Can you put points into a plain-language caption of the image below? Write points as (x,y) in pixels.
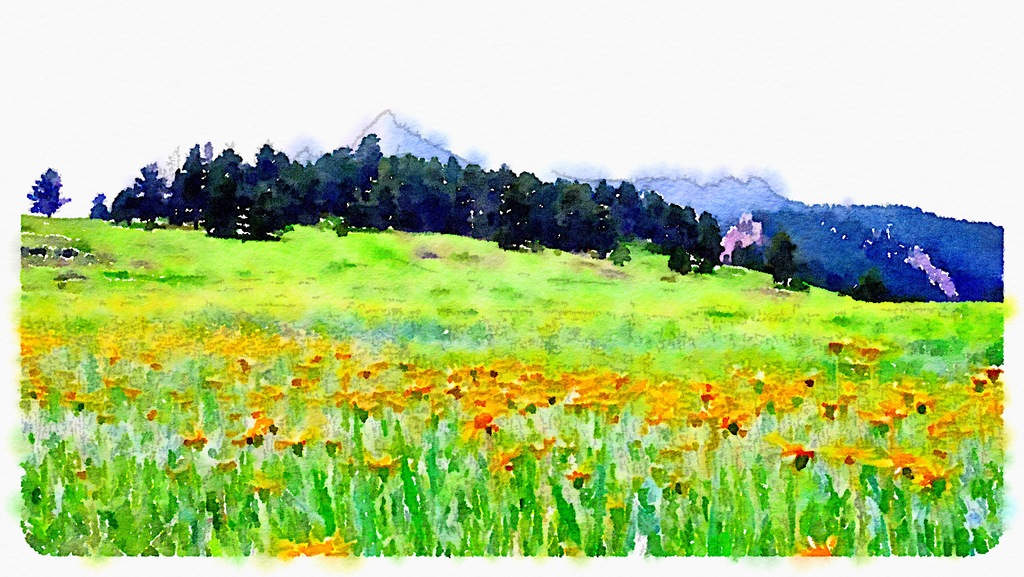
This is a painting in this image at the bottom (589,422) there are some plants (484,358), and in the background (494,210) there are trees (530,204) and mountains (930,268).
